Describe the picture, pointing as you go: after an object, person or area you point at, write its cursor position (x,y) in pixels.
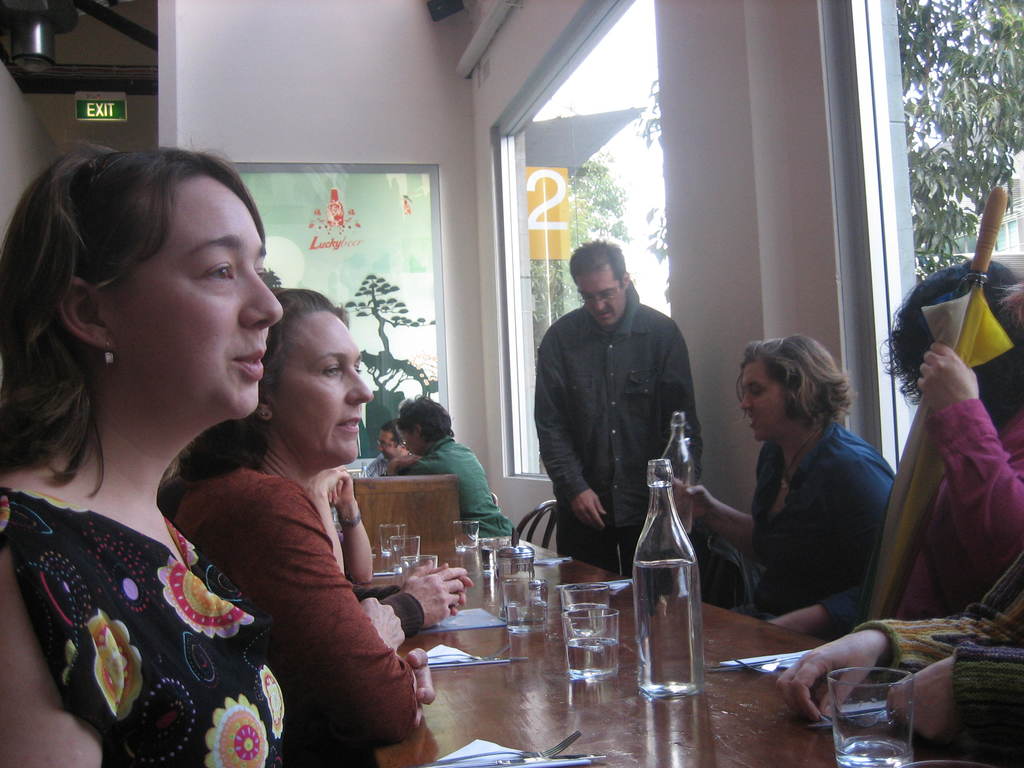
There is a group of people (579,429). They are sitting on a chairs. There is a table (729,744). There is a glass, bottle (670,596), paper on a table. We can see in background (605,208) windows (584,132) and trees (605,181).
